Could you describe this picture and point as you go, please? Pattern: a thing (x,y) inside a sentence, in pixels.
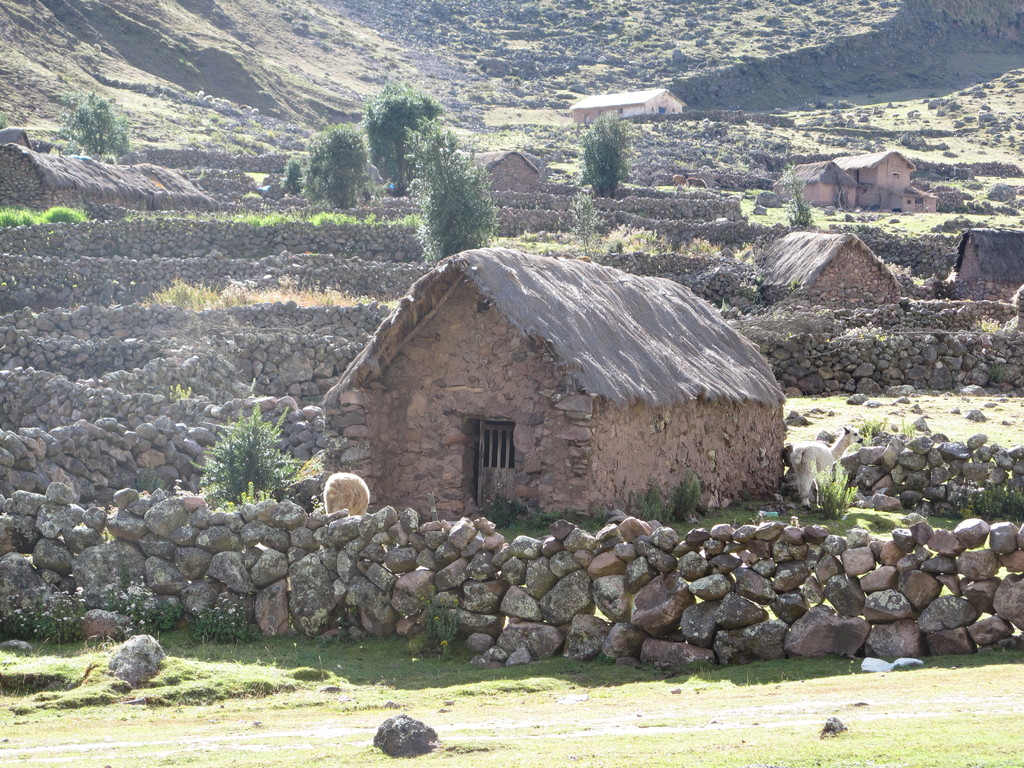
Here we can see huts (896,198), trees (429,133) and rocks (576,559). Far there is a house (638,106).
